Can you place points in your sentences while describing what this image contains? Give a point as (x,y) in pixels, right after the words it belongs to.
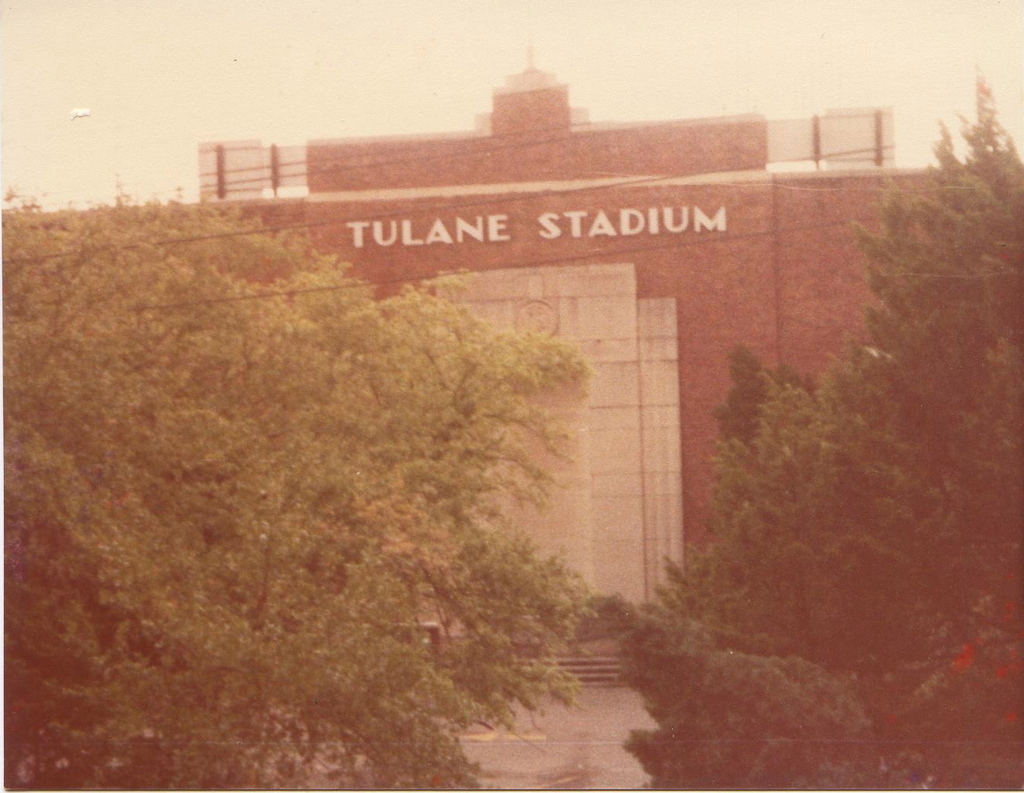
In this picture we can see a building (635,281) named TULANE STADIUM. These are the trees (391,470). And there is a sky (853,75) on the background (263,69).
